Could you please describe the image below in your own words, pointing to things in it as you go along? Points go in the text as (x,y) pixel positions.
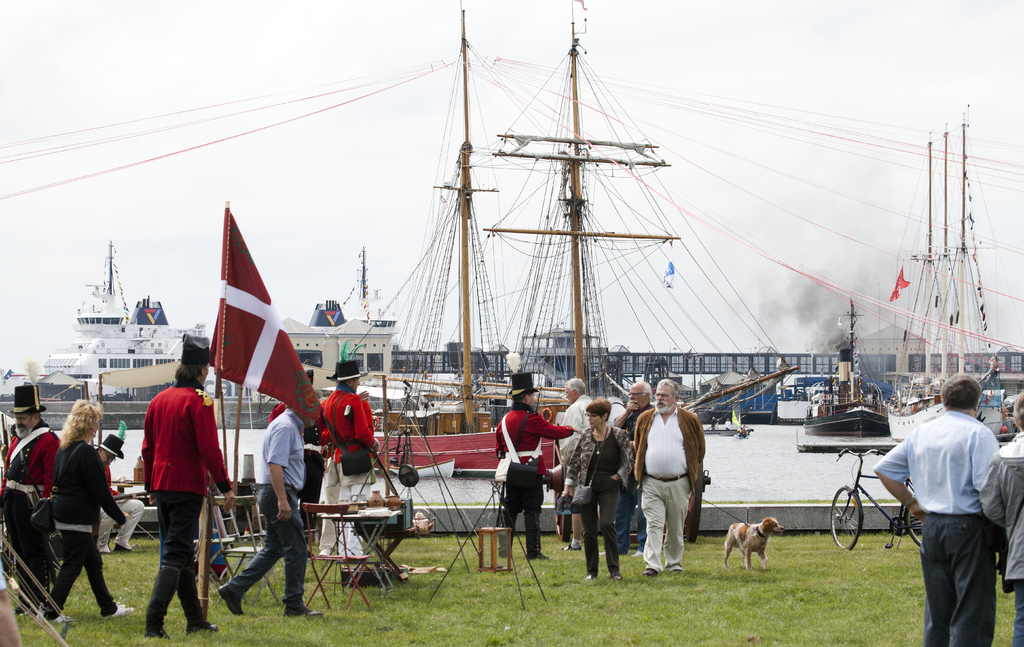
In this picture I can see few people (73,463) standing on the grass (663,631). In the background (821,422) some ships (148,344).
